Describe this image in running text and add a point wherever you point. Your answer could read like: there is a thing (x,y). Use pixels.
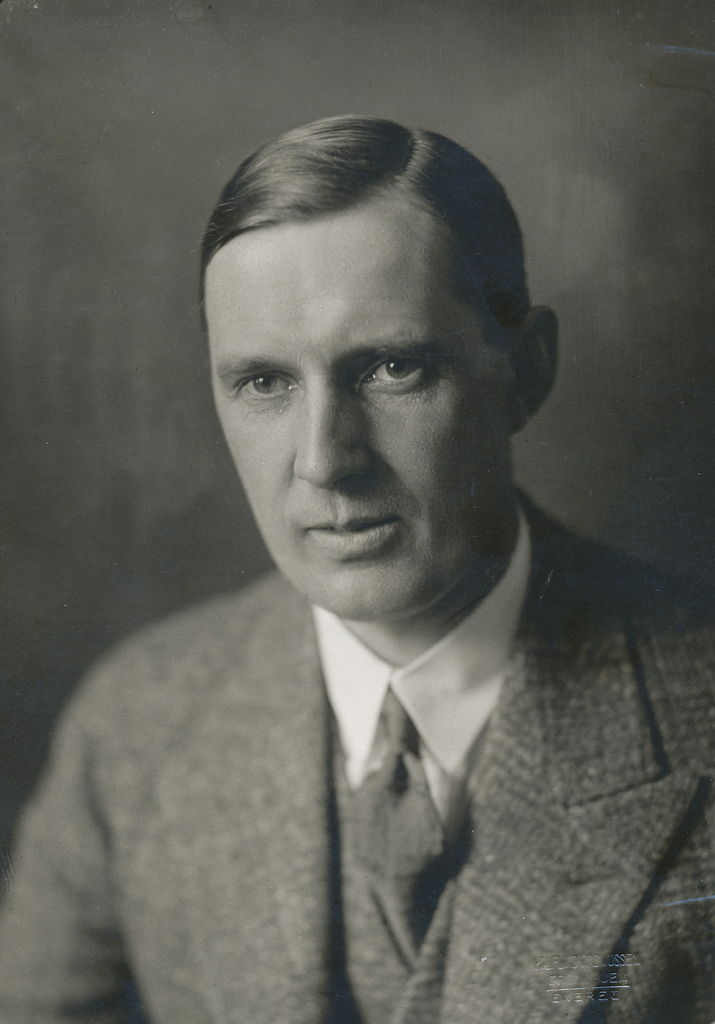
This is a black and white image. In this image we can see a man (408,830). Also there is watermark (583,962) in the right bottom corner (617,988).
